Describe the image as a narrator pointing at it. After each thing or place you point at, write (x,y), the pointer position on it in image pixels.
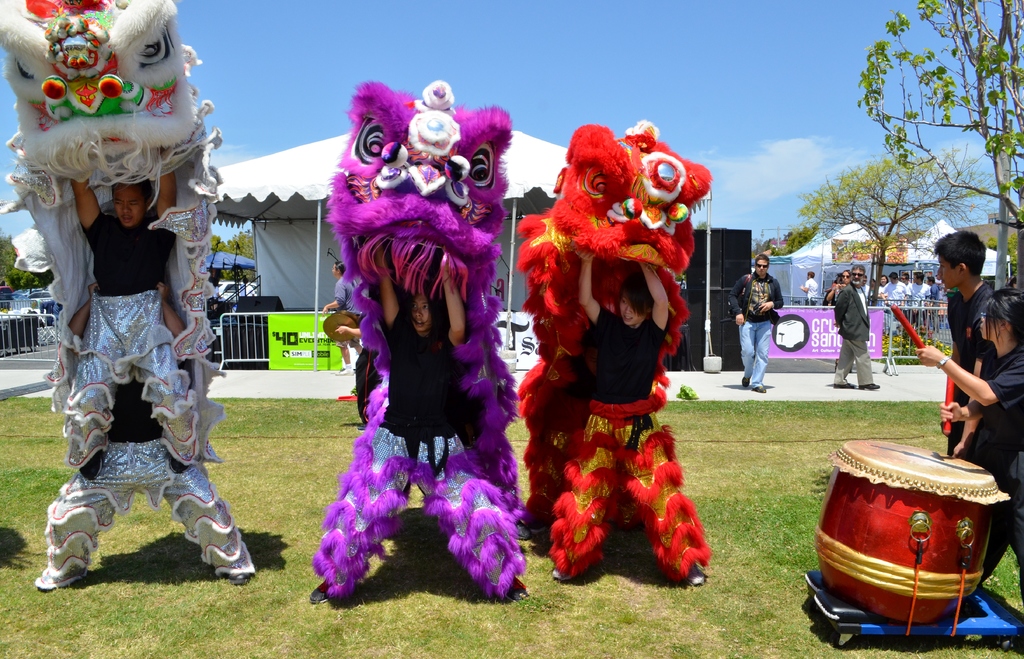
This image is clicked outside. There are many people (654,433) in this image. In the front (615,400), three persons (379,340) are wearing doll costumes (152,168) and dancing. To the right (1016,360), the woman (957,416) is wearing black dress (979,432) and playing drums (865,464). At the bottom (741,581), there is green grass (745,572). In the background (763,245), there are stalls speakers (730,272), trees (847,187) and clouds (778,169).
